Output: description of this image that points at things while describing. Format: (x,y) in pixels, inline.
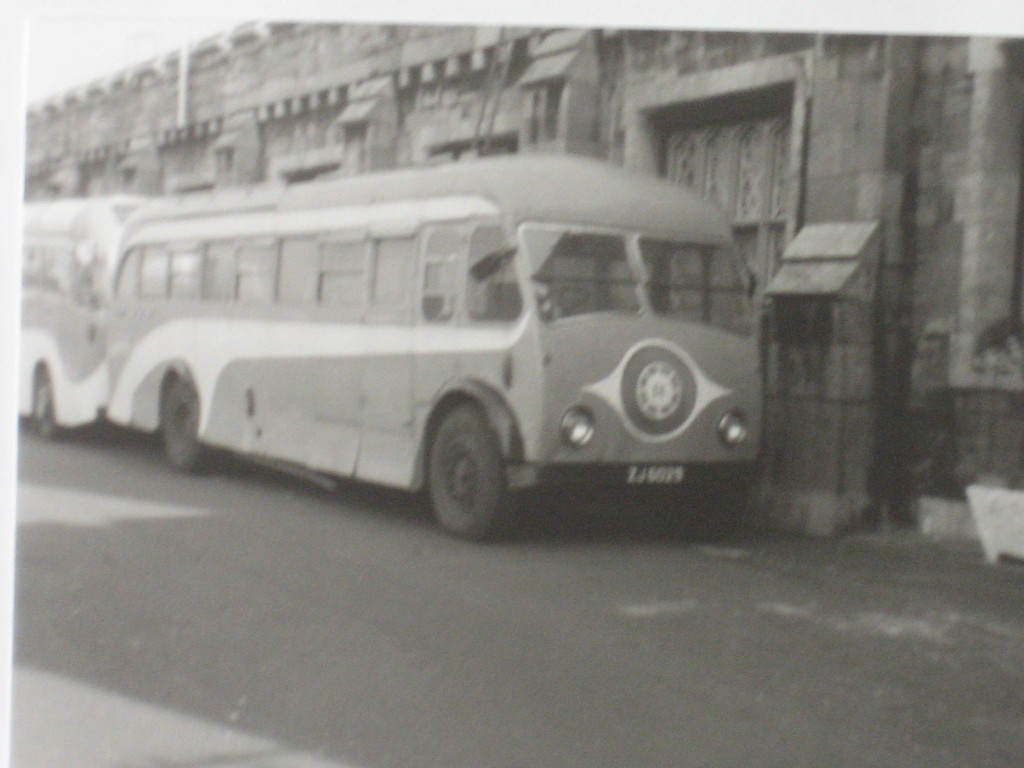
In this image I can see two vehicles (379,225) on the road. Background (568,140) I can see a building (527,113) and sky (121,34), and the image is in black and white.
